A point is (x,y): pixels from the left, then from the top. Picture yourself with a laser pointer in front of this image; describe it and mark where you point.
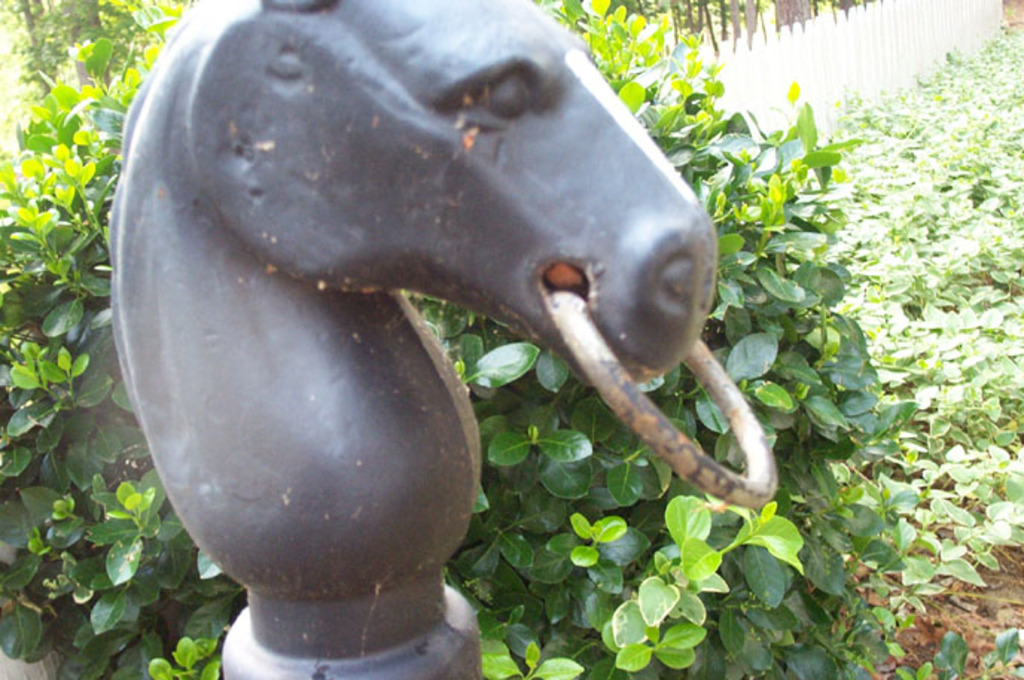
In this picture we can see a statue (424,643) and in the background (697,512) we can see a fence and plants (581,512).
